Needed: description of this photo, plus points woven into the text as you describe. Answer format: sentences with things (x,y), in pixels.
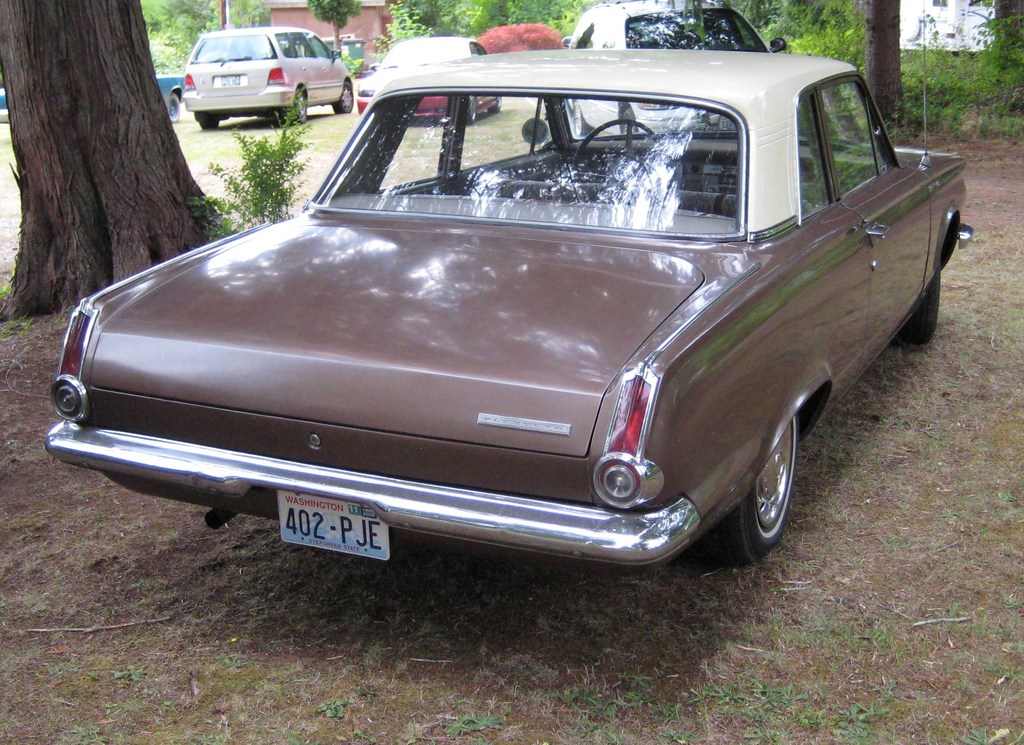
In the foreground of the picture (407,220) we can see plant (256,177), tree (62,73), car (387,217) and soil (959,547). In the background (265,37) there are cars (432,37), trees (497,12), buildings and plants (174,34).
